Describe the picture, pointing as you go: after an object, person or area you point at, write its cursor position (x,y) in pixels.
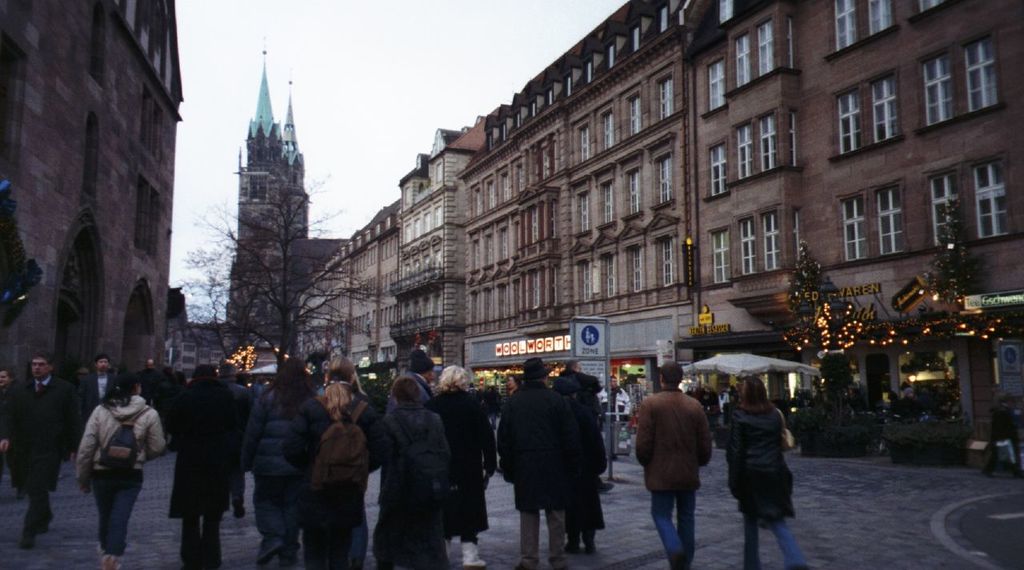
In this image we can see these people (259,445) are walking on the road (707,480). Here we can see board (600,359), tents (762,367), lights (948,373), trees (290,341), stone buildings (241,300) and the sky (294,109) in the background (371,59).
